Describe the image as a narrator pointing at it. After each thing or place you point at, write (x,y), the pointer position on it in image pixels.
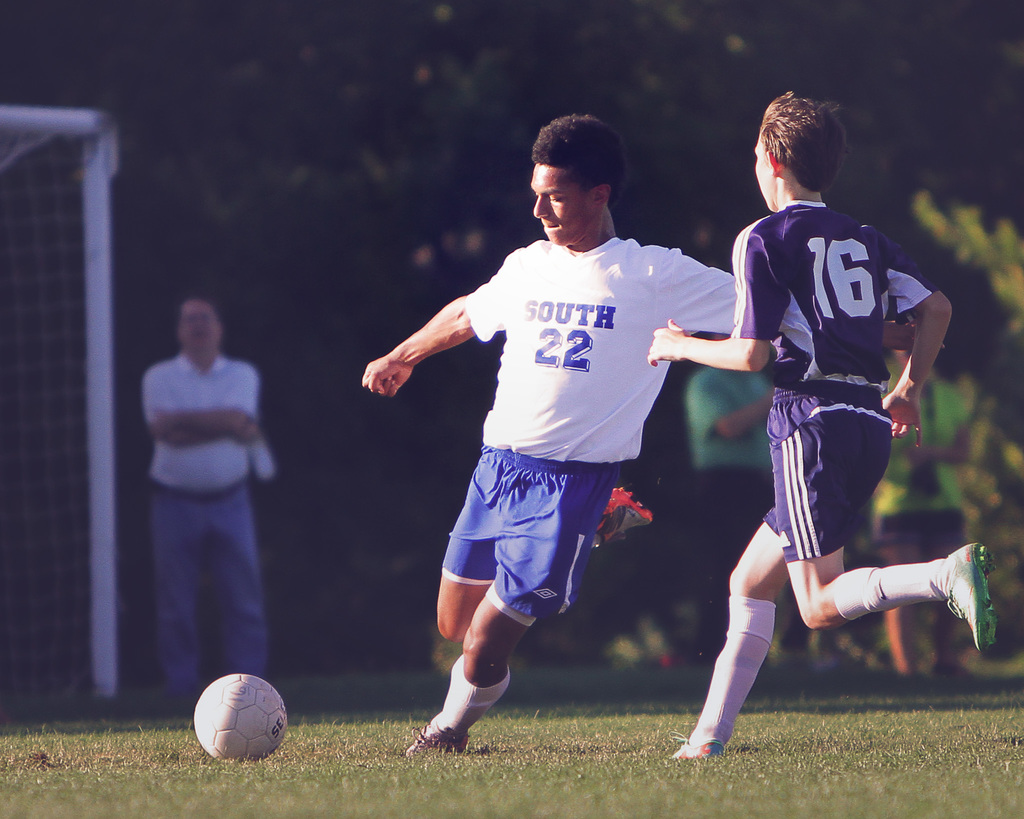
In the foreground of the image (724,368), there are two boys (652,518) running on the grass (539,724) and we can also see a ball (269,690) on the left (271,706) on the grass (287,790). In the background (232,449), there is a man (214,492) standing, a net (48,326) and the trees (486,60) and also two people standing on the right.
